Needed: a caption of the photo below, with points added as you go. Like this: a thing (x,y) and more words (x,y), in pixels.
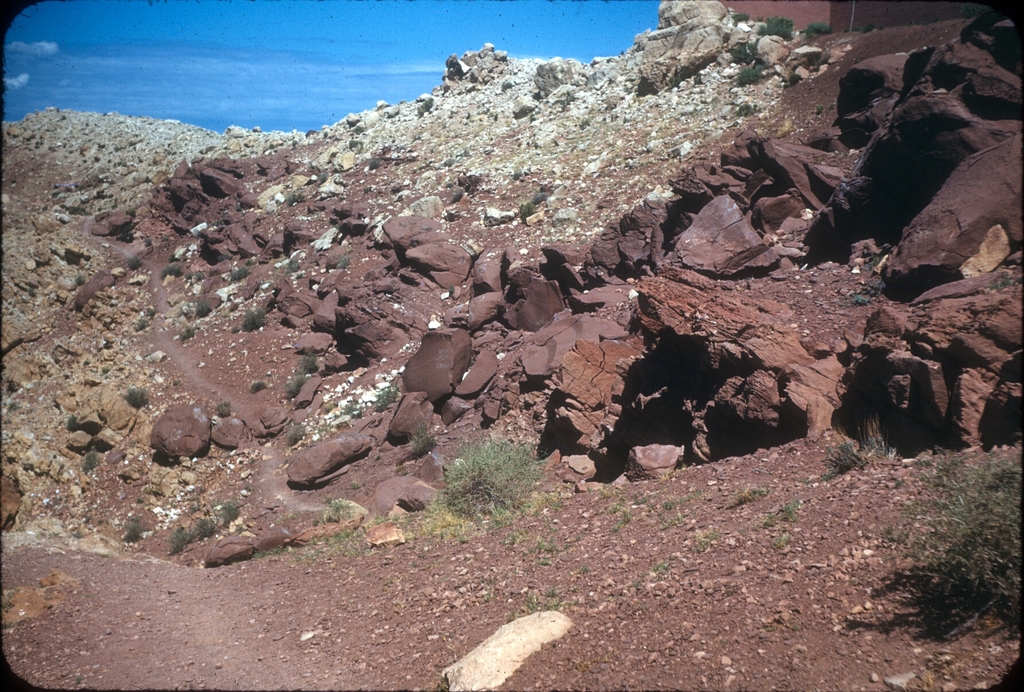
In this image we can see sky (421,86), stones (369,122), rocks (330,317), shrubs (481,463) and ground (530,590).
